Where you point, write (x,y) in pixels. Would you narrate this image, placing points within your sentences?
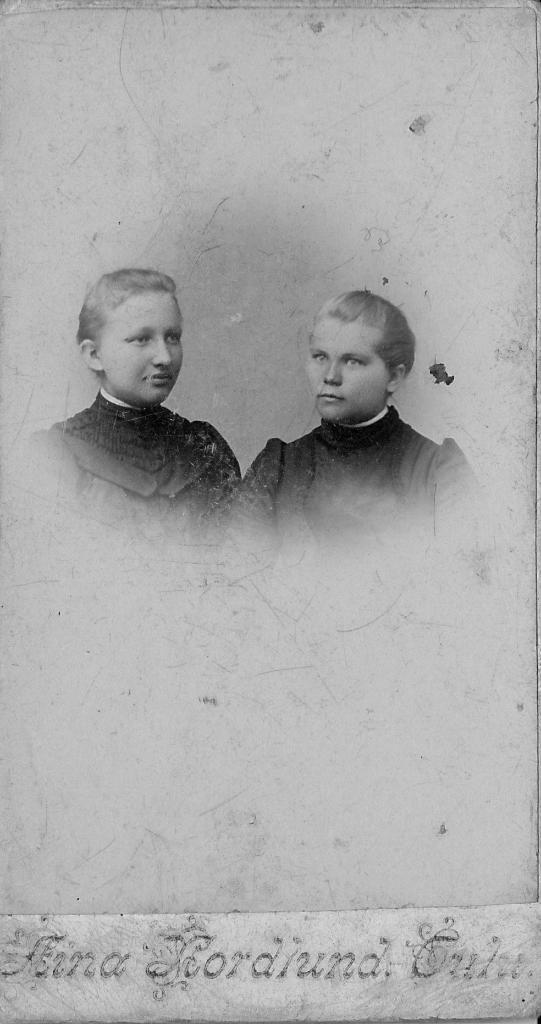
In this image I can see an old photograph (240,430) in which I can see two persons (143,446) wearing black and white colored dresses (176,470). I can see something is written to the bottom of the image (204,941).
